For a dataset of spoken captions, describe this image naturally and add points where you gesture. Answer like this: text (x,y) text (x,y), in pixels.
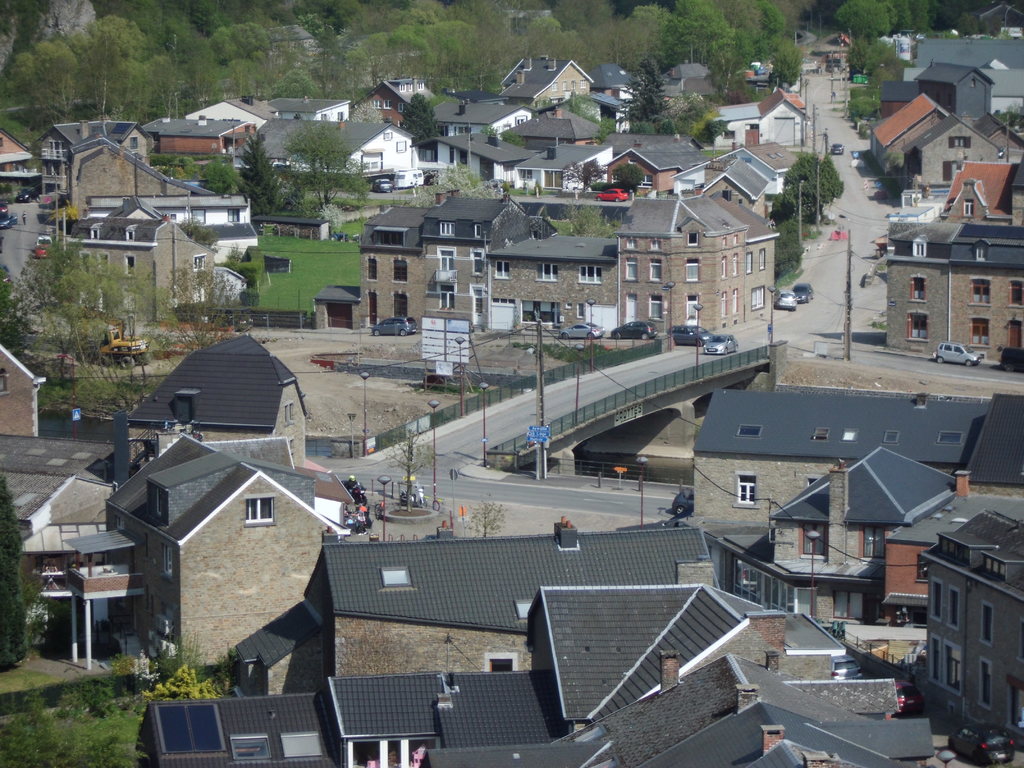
In this image there are buildings (505,316) and there are cars (395,328) on the road (507,332), there are poles (434,482) and there are trees (642,92) and there is grass (96,741) on the ground (101,738) on the bottom left (103,733).
